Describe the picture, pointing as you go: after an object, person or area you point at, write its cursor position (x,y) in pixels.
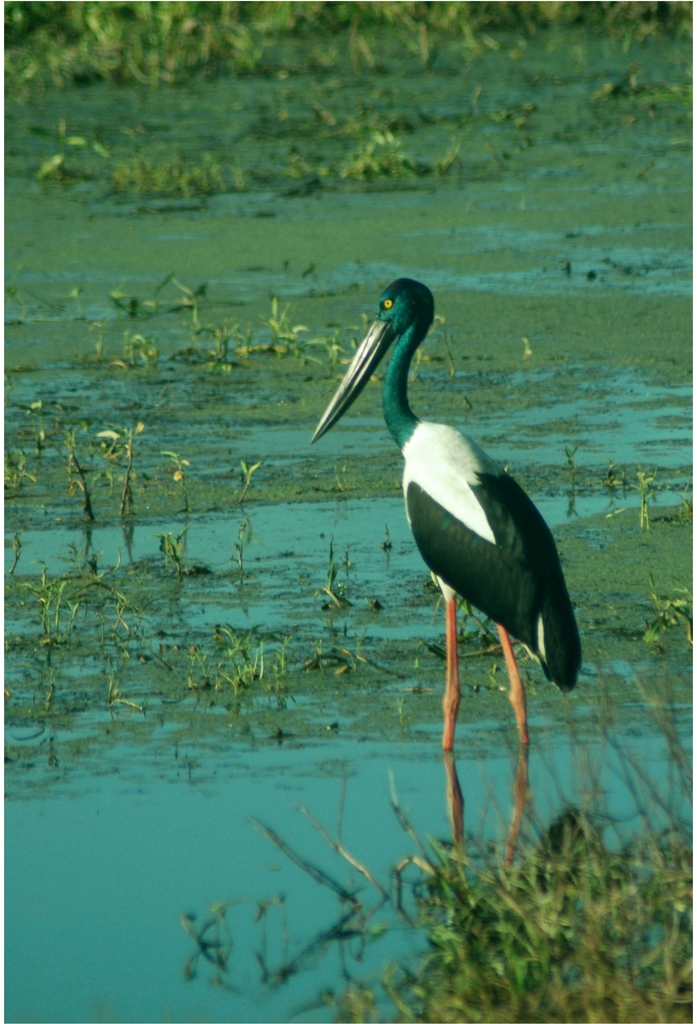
This image is taken outdoors. At the bottom of the image (207,846) there is a pond (207,679) with water (238,697) and grass (558,966). On the right side of the image (502,575) there is a crane (458,562).
